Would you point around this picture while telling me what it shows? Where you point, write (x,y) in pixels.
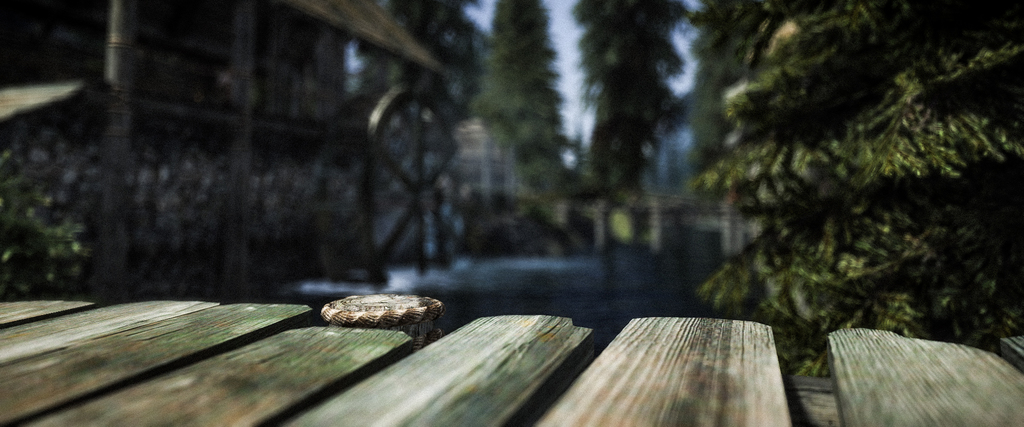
In this picture we can see a wooden bridge (609,357) which is on the water (534,274), side we can see some trees (635,172), houses (287,269).
